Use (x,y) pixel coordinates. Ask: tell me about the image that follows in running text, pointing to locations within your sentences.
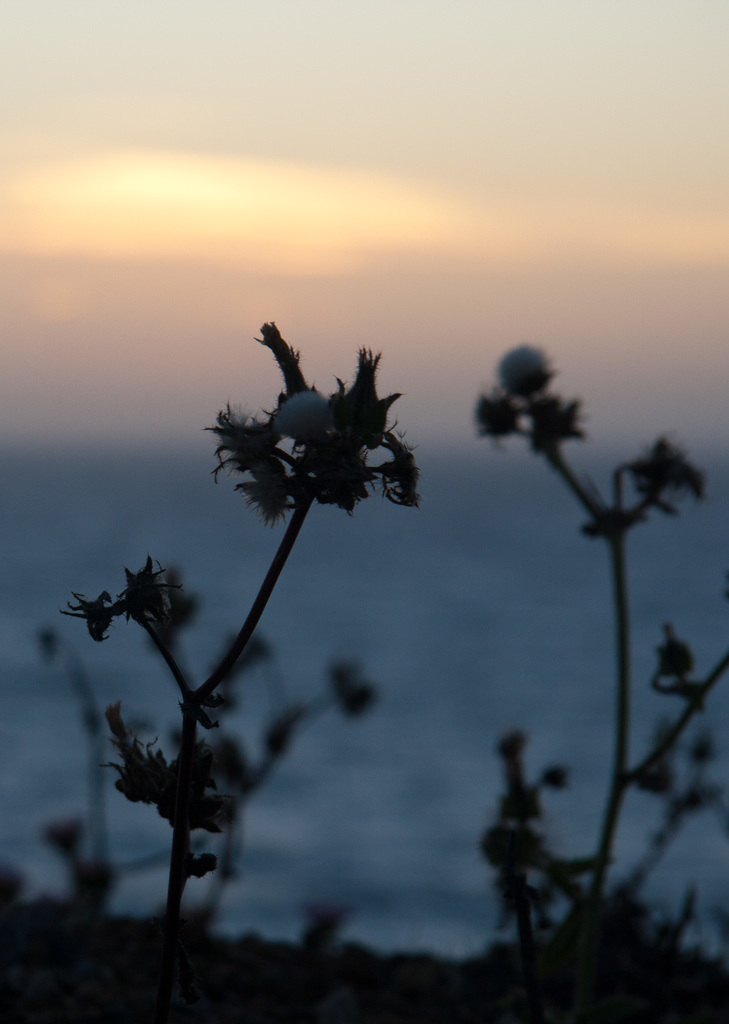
In this image we can see plants (228,839), water (263,686) and sky (424,270) with clouds (367,235).
